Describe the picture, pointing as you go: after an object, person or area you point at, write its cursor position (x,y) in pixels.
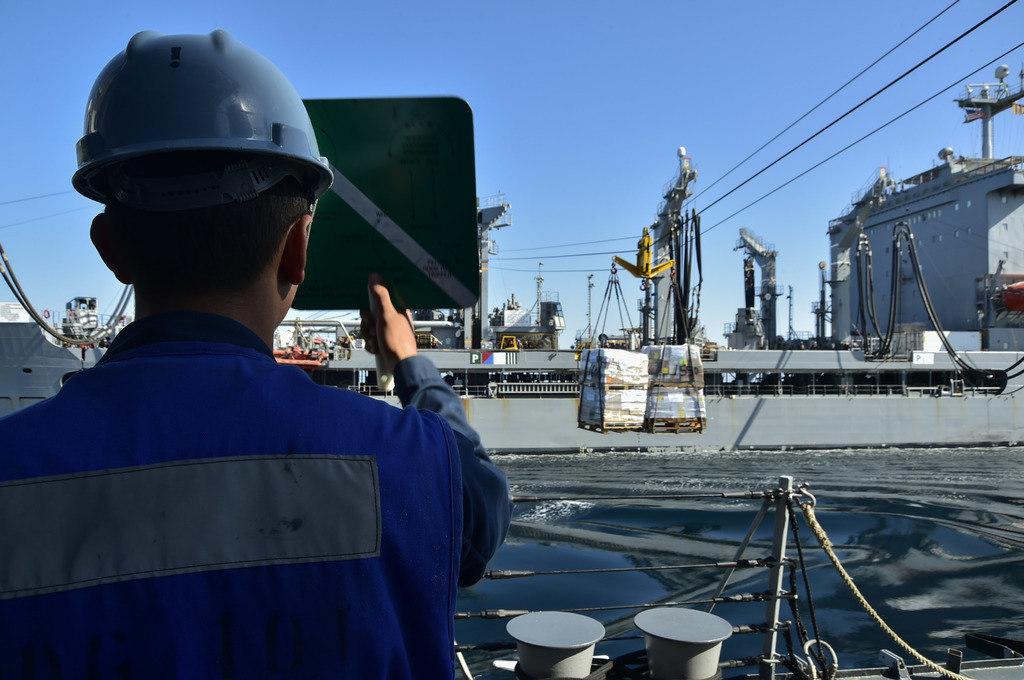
In this image there are ships (898,679) sailing on a sea (888,526) and on the left (164,433) there is a man (205,436) standing holding a board (321,241) in his hand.
